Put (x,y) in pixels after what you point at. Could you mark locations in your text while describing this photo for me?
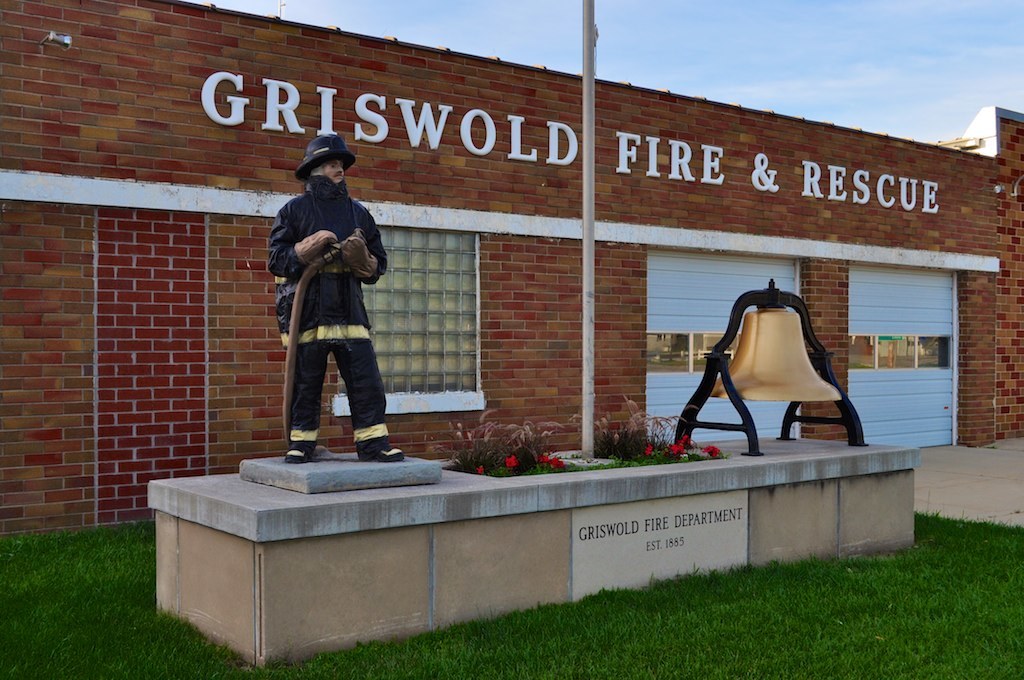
This is the picture of a building (858,310). In this image there is a building (66,413) and there is a text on the building (708,208). In the foreground (348,484) there is a statue of a person (328,298) and there is a pole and there is a bell (761,327) and there are flowers (477,469) and plants (511,443). At the top (676,18) there is sky (792,18) and there are clouds (877,62). At the bottom (822,613) there is grass (813,570).
